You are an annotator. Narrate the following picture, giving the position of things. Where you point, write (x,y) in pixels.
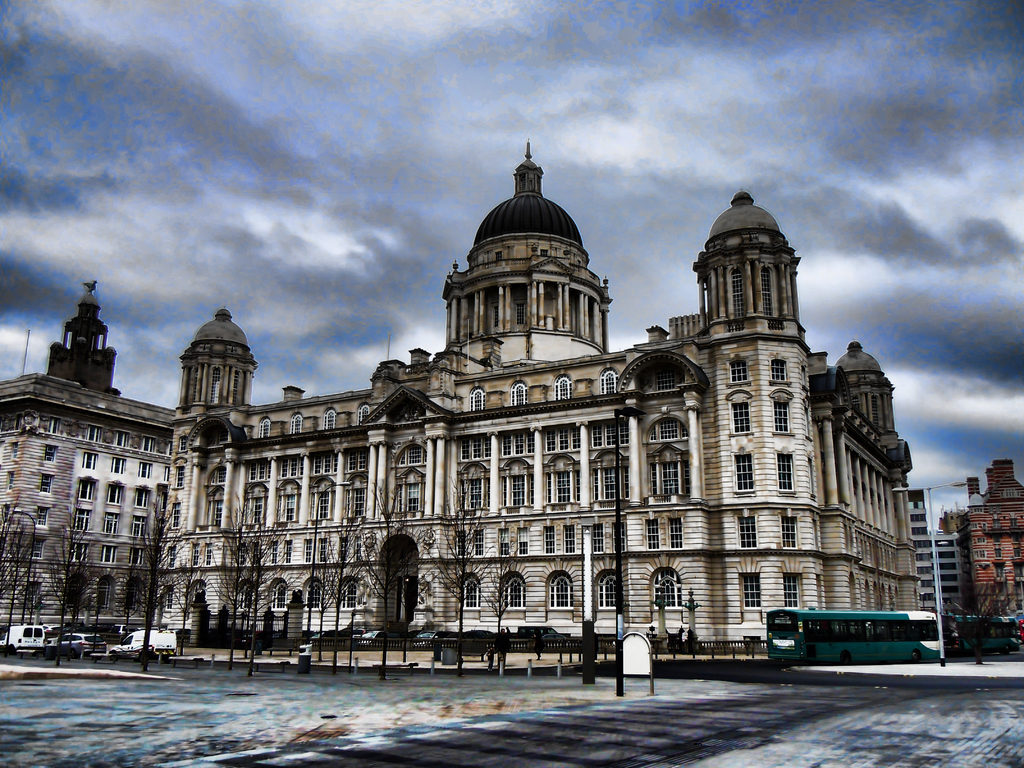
This is an edited image in which we can see a building (702,591) with windows (787,530), some vehicles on the ground (173,693), a street pole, a group of trees (500,606) and the sky (340,369) which looks cloudy.
